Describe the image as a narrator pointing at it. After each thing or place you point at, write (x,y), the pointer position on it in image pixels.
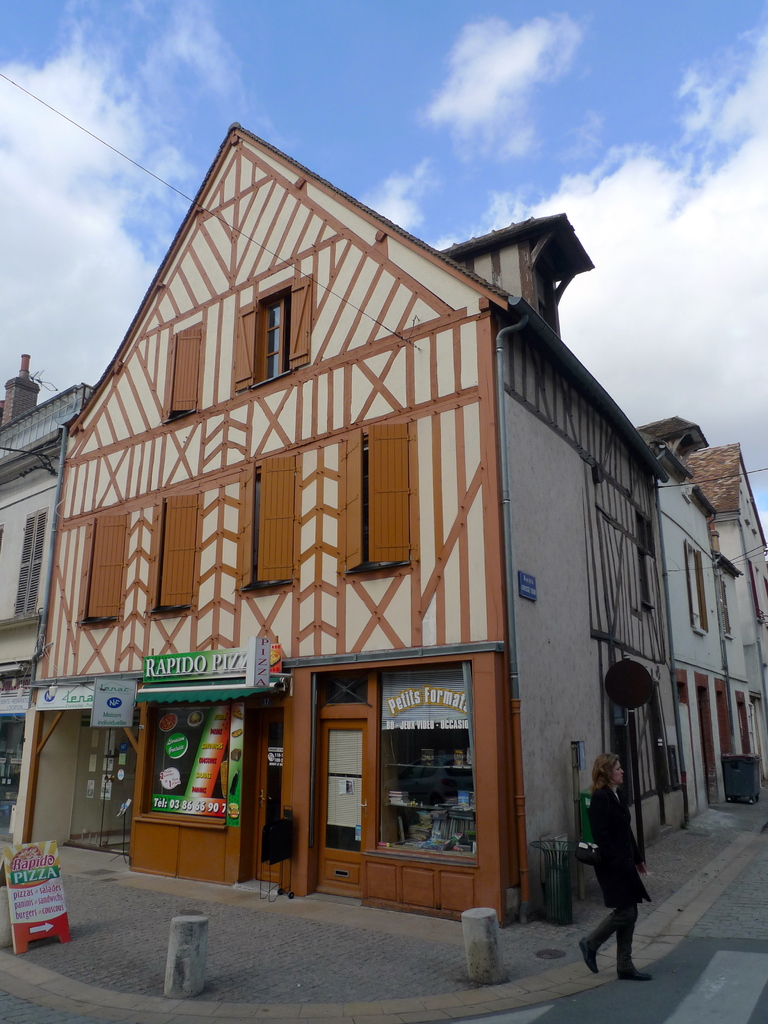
In this picture we can observe a building (214,487) which is in cream and brown color. We can observe a woman (611,839) walking on the footpath (602,970) on the right side (603,761). In the background (683,615) there are some buildings (683,558) We can observe a sky (286,64) with clouds (451,119).
